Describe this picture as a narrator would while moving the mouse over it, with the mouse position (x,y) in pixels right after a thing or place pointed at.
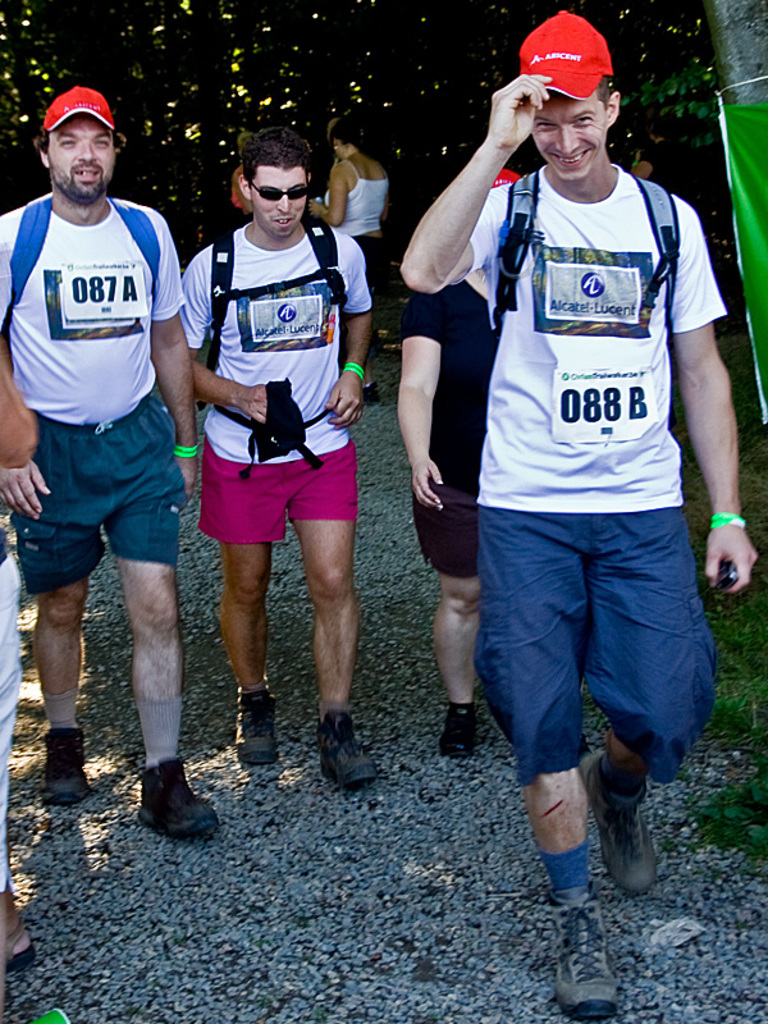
In this image there are some persons (589,552) standing in middle of this image (495,615) and the right side person (609,540) is wearing white color t shirt (519,447) and red color cap (570,51) and wearing a backpack (523,255) and left side to this person (530,386) one another person (450,409) wearing black color dress (459,423) and black color shoes (459,719) and there is an another person (281,360) at left side (253,451) to this person (425,358) is wearing white color t shirt (284,344) and black color backpack (336,285) and black color shoes (331,754) and one more person (100,352) at left side (80,326) is wearing white color t shirt (66,342) and red color cap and black color shoes (174,766). there is one another person (12,682) is at left side of this image (2,682) and there is one other person (354,174) standing at top of the image (362,184), there is one cloth (756,237) in green color at right side of this image (733,158).
